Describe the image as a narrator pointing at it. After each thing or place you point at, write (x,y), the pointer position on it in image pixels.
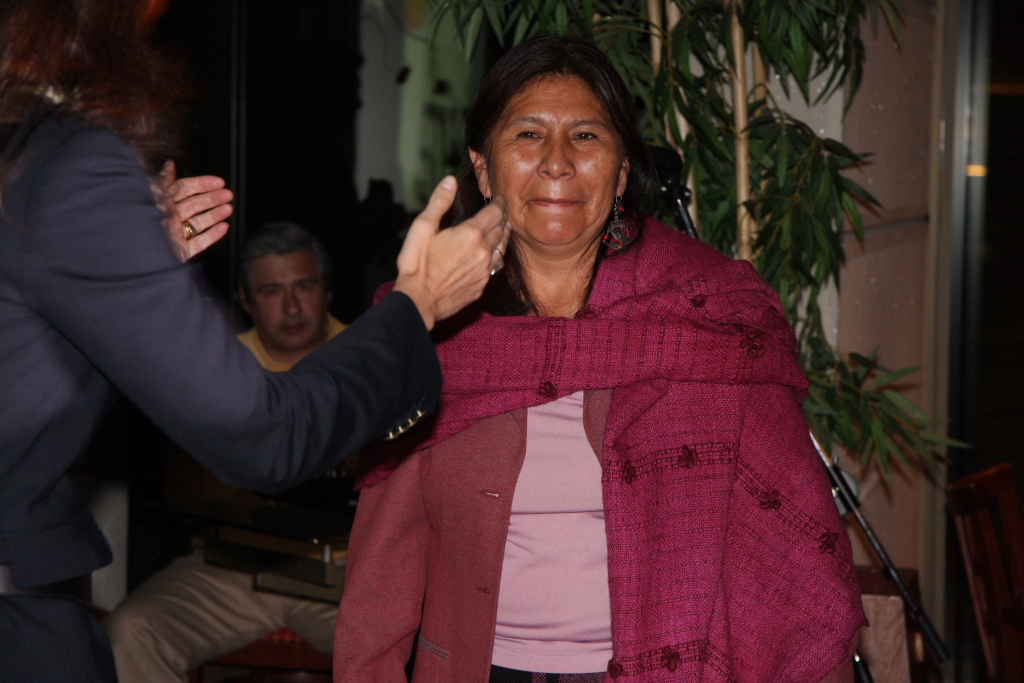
In this image we can see few people (561,520) standing. A person (209,589) sitting on the chair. There is a plant (693,112) in the image. There are few objects (687,216) at the right side of the image (1003,528).
